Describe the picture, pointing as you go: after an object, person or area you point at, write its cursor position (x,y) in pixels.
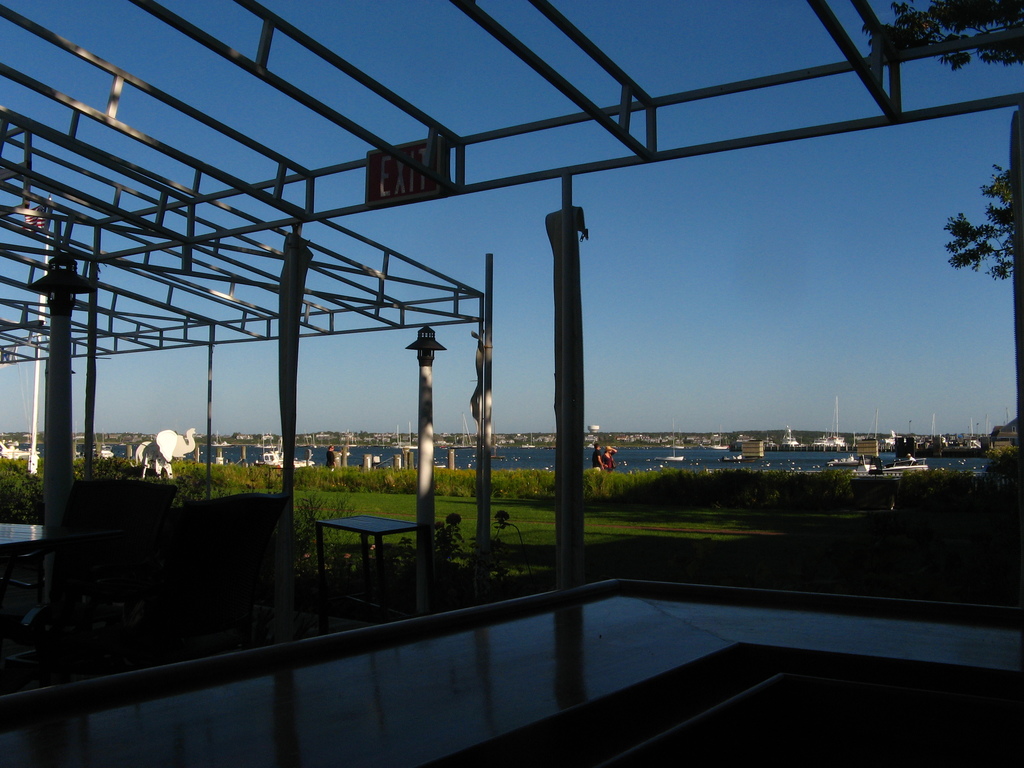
In this image in the foreground (266,179) there is a roof (171,158), on which there is a signboard (387,187) and there are metal rods (161,149), poles (490,376), under the roof (774,138) there is a table (592,593), some plants (24,485) visible. In the background (811,461) there might be the lake (795,456), on which there are some boats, in front of the lake (312,452) animal sculpture (185,452), persons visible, at the top (593,187) there is the sky (938,171). In the top right (951,22) there is tree (980,33) visible.
